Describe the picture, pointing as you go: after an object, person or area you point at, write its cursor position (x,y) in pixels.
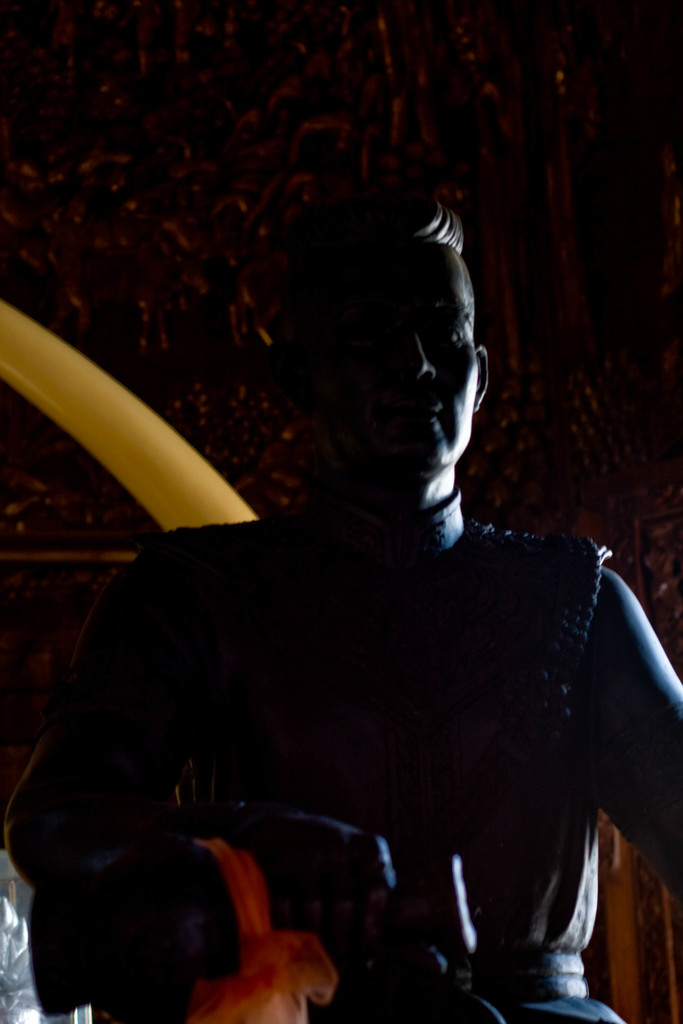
In this image, we can see a statue (481,676). In the background (477,10), we can see the wall (300,41) with some sculptures (283,105). We can also see a yellow colored object (189,511). We can see an object (3,968) on the bottom left (14,971).
